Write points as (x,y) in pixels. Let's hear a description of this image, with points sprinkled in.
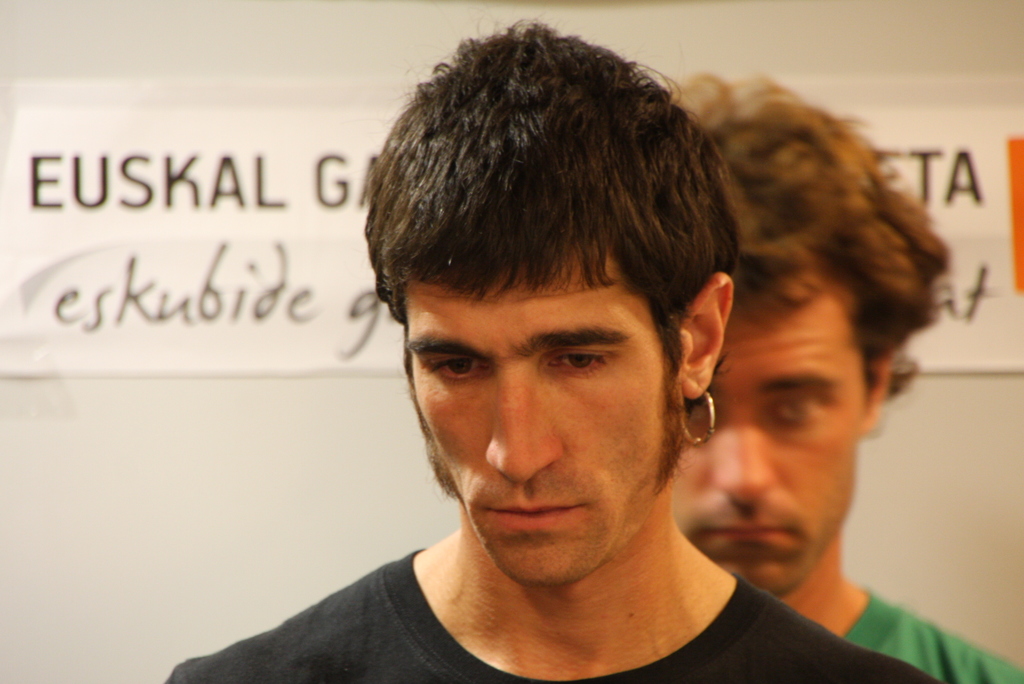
In this image we can see two persons (683,522) wearing the t shirts (740,617). In the background (234,344), we can see the text papers (265,207) attached to the plain wall (278,484).
